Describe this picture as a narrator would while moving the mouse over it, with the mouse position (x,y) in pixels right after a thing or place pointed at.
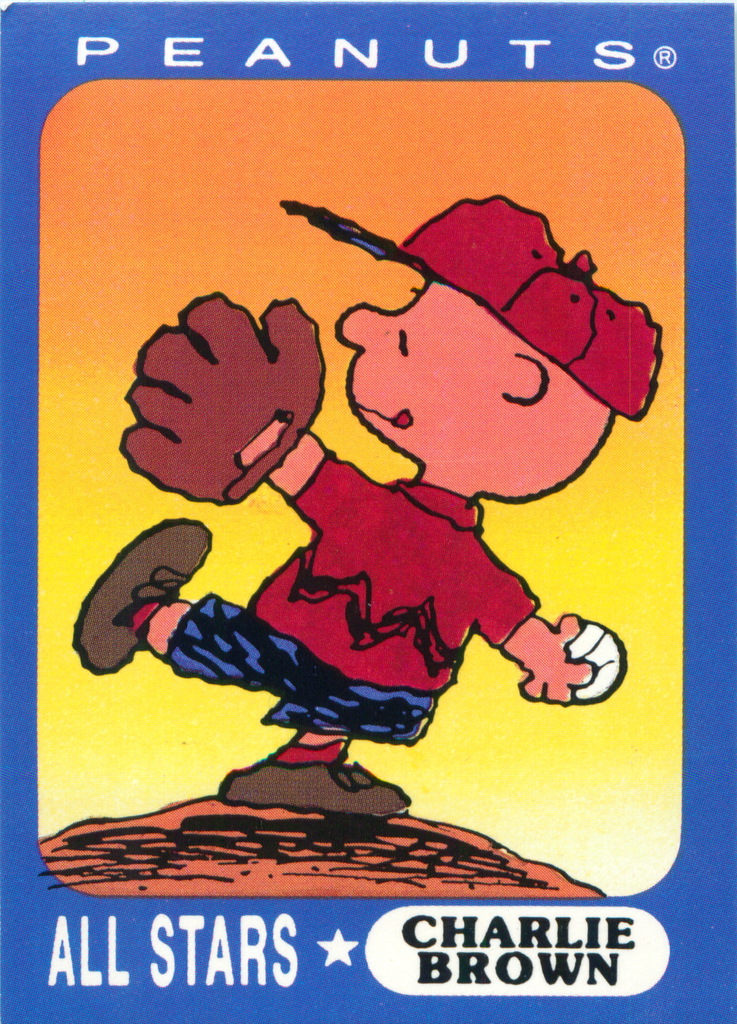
In this picture we can see a poster (579,607), in this poster (579,607) we can see a depiction (493,614) of a person (485,618) throwing a ball (574,702), there is some text (366,45) here.
